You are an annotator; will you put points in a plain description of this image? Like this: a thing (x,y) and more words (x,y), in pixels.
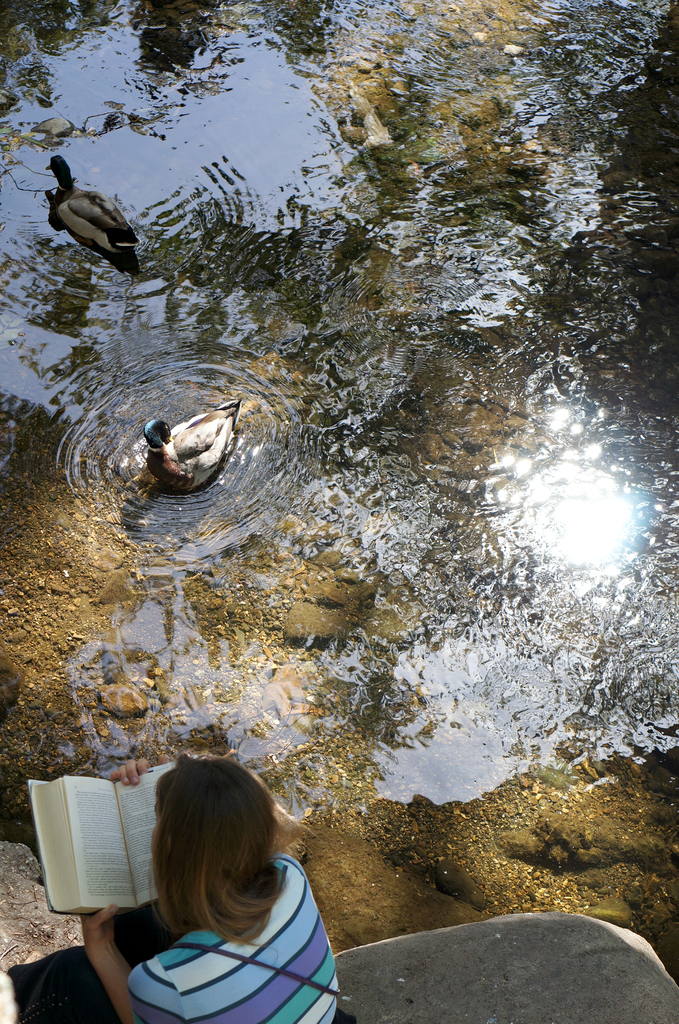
At the bottom of the image (108,916) a woman (105,934) is sitting and holding a book (148,771). In the middle of the image (254,445) there is water (500,258). Above the water (251,464) two ducks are swimming.
